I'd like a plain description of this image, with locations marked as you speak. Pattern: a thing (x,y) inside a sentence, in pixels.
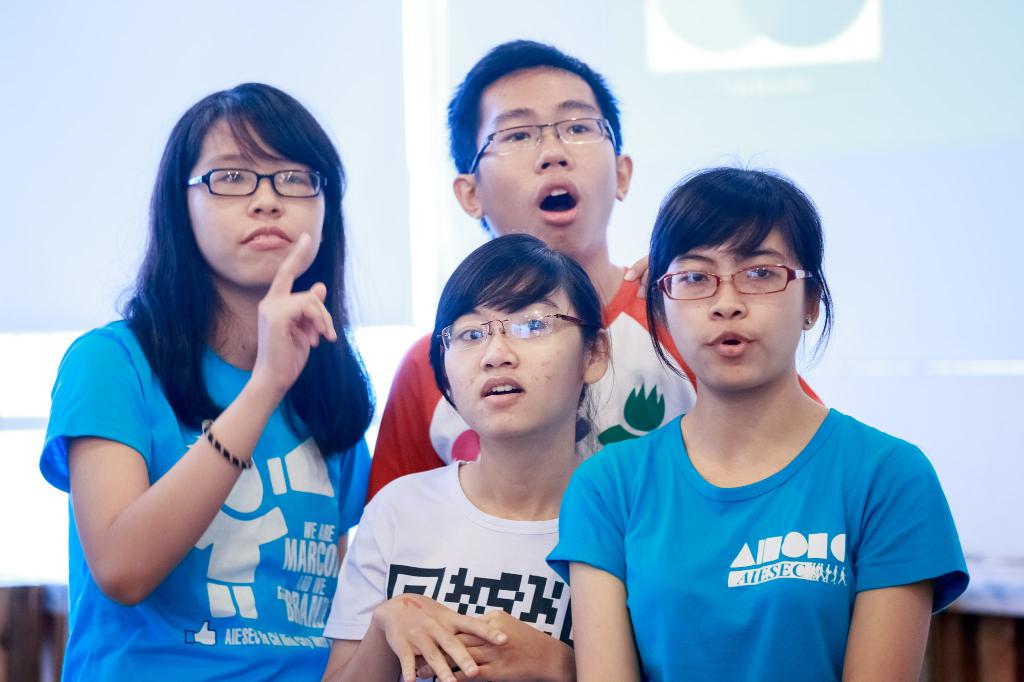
In the foreground of the picture (564,265) there are people (305,513) standing. The background (178,91) is blurred. In the background (832,26) there is a banner (815,23).
